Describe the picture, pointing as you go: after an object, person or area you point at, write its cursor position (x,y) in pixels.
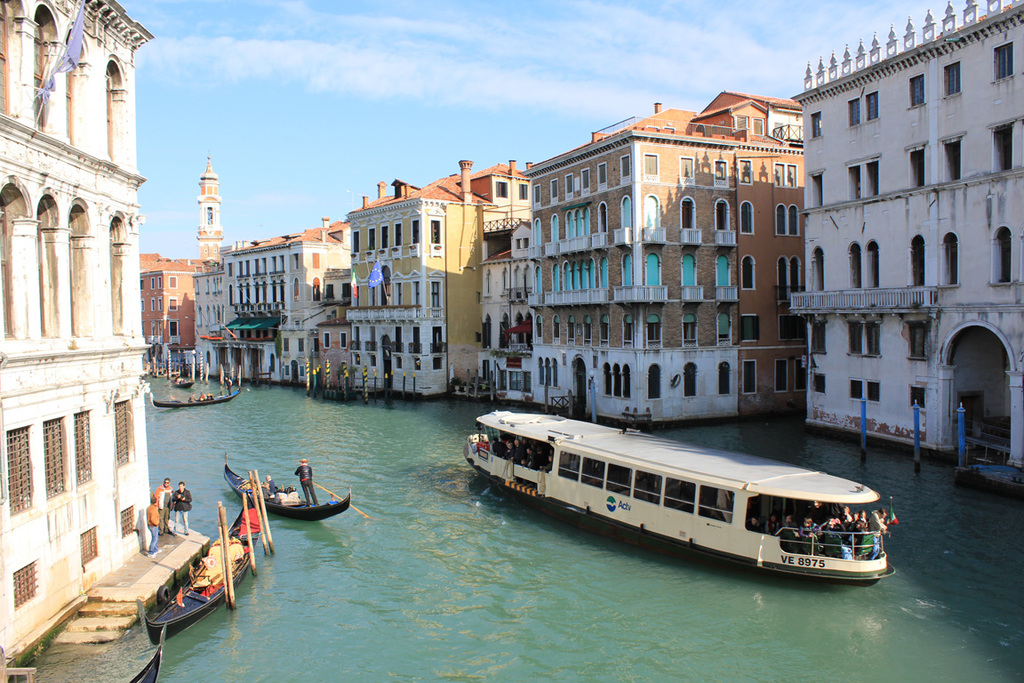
In this image we can see sky (410,137) with clouds (501,93), buildings (519,291), boats (239,479) and ship (561,454) on the water (401,505) and persons (308,485) standing on them by holding oars (342,501) in their hands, persons (167,495) standing on the floor (127,582) and barrier poles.
